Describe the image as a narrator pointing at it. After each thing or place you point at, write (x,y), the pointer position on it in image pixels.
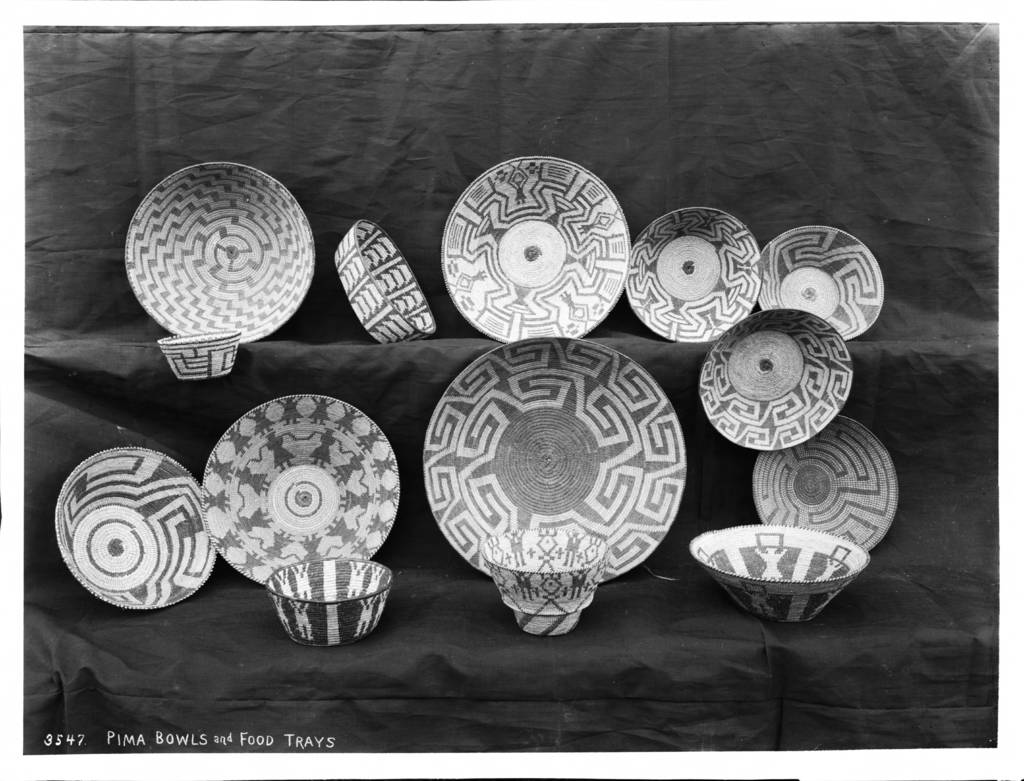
This image is a black and white image. In this image the background (138,363) is black in color. In the middle of the image (456,468) there are a few plates (358,546) and bowls (564,568) on the shelves (193,673).
